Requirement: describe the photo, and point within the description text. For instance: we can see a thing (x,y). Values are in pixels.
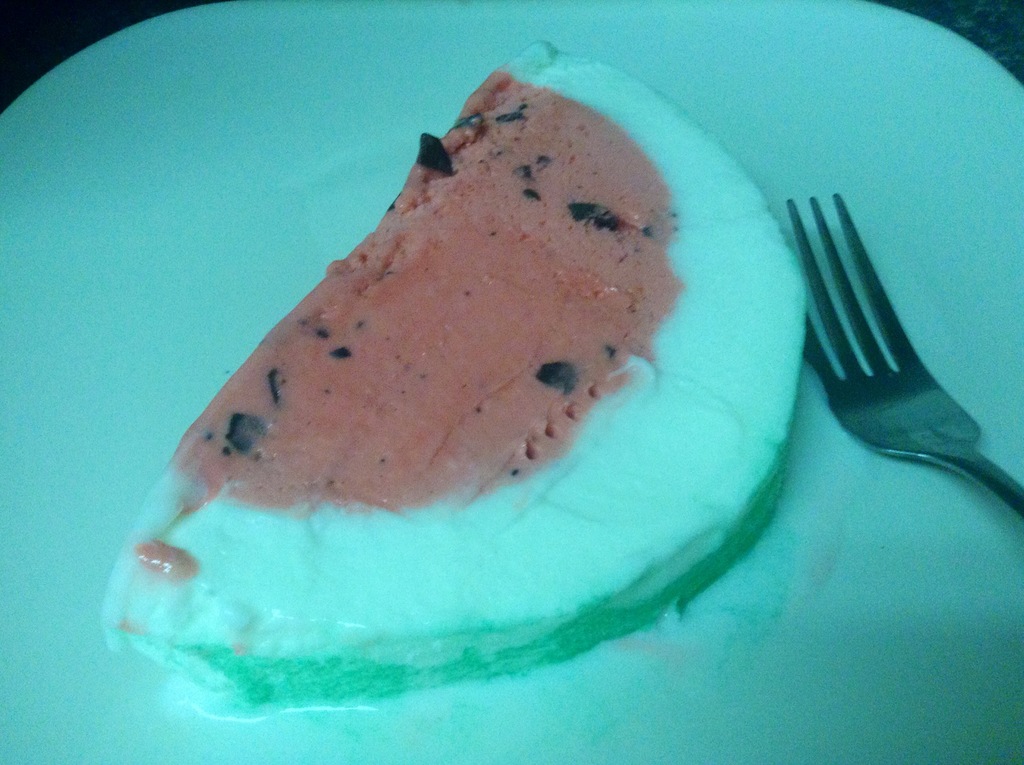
In this picture there is food (612,554) and there is a fork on the white plate (492,725).
